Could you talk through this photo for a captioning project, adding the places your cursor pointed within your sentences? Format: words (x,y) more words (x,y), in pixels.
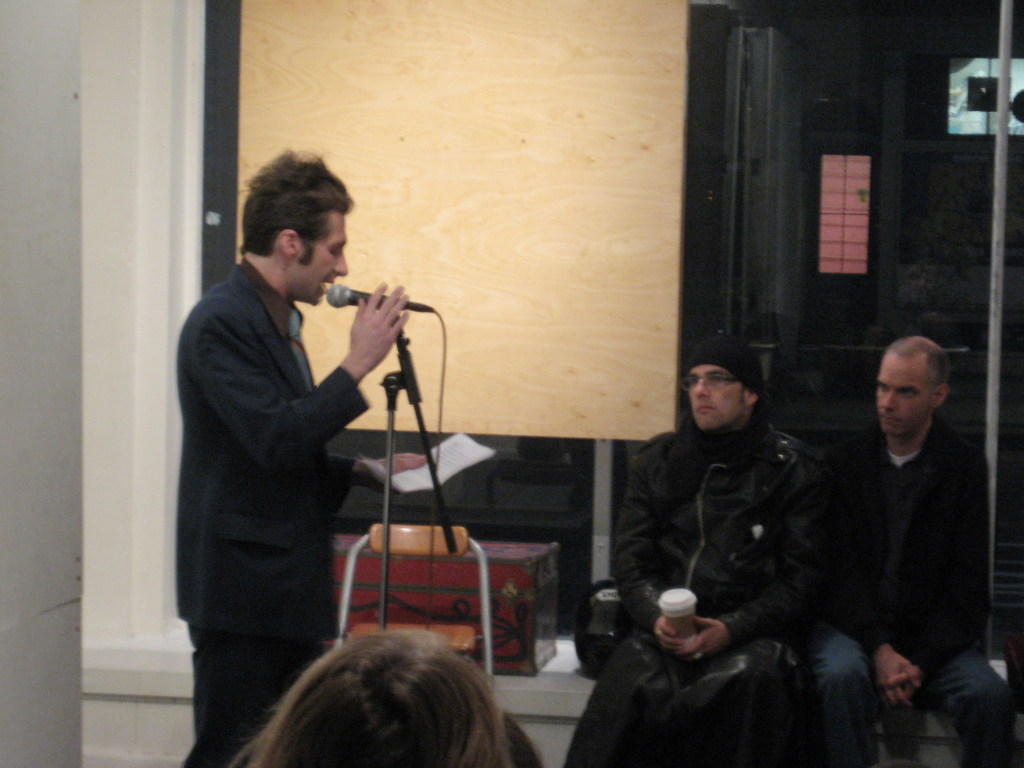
In this picture there is a man (281,468) standing and holding a microphone (380,305) in his right hand (370,344) and a paper (413,480) in his left hand (416,464). There are other two men (793,546) sitting to the right corner of the image (890,598). In the background (549,627) there is a chair (471,632), a box (510,577) and wall (581,287).
